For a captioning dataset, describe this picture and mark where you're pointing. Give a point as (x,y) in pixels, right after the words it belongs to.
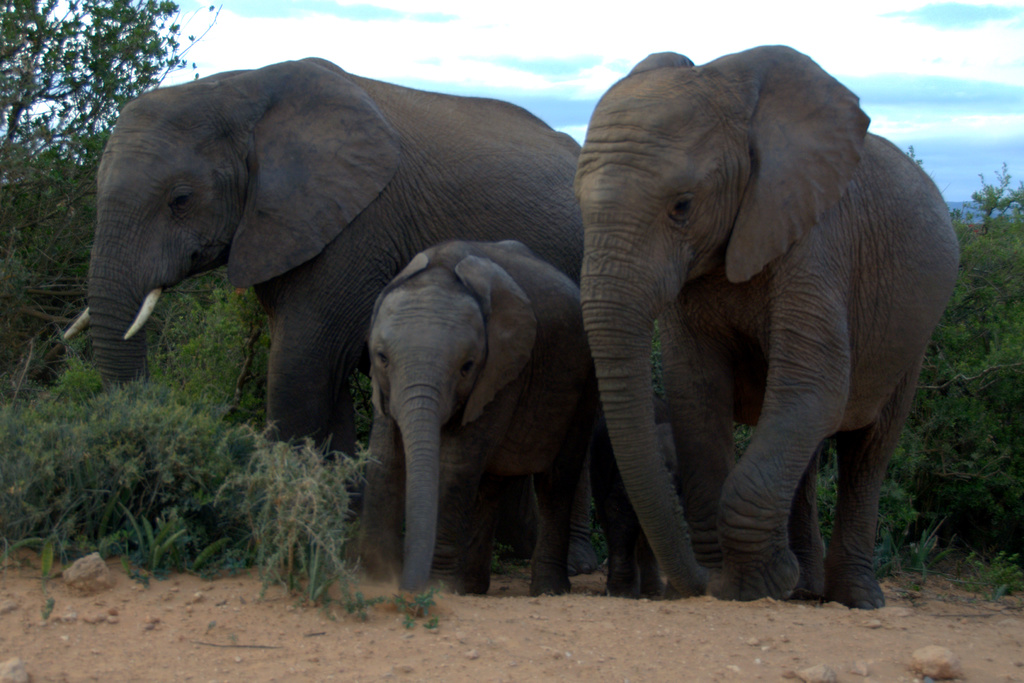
In this image there are elephants (548,312), in the background (982,344) there are trees (977,389) and a blue sky (939,131).
